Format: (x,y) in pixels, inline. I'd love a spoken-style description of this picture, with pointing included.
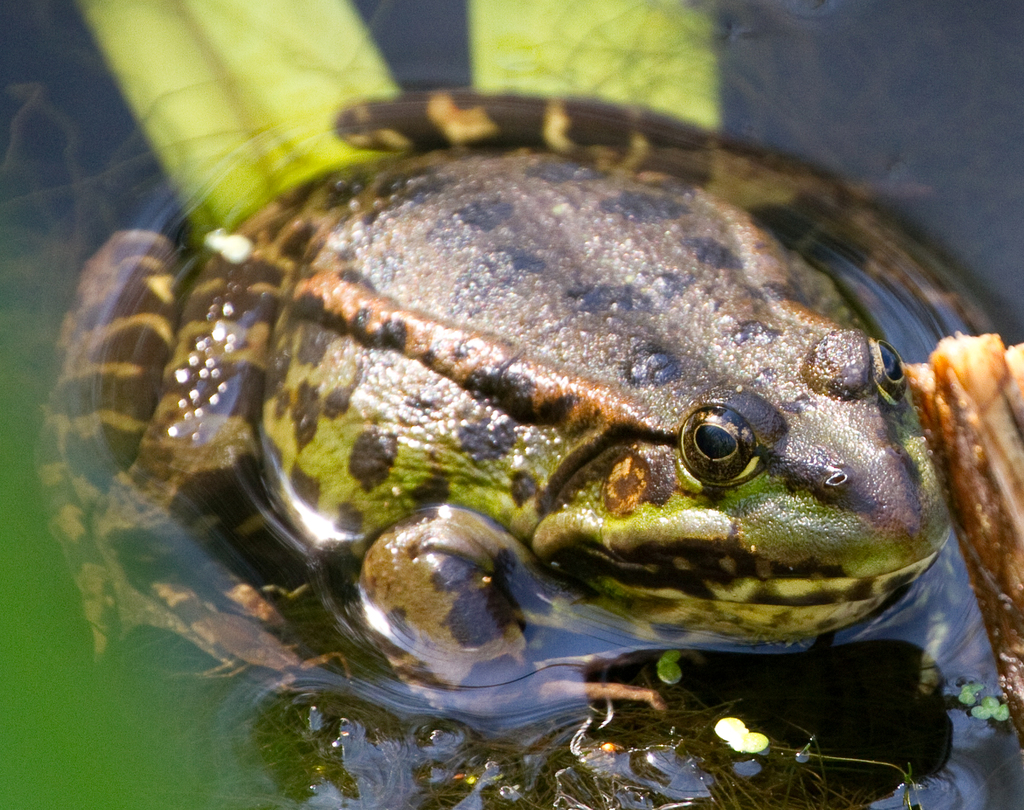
In the image there is a green frog (247,364) in the water (871,91).
